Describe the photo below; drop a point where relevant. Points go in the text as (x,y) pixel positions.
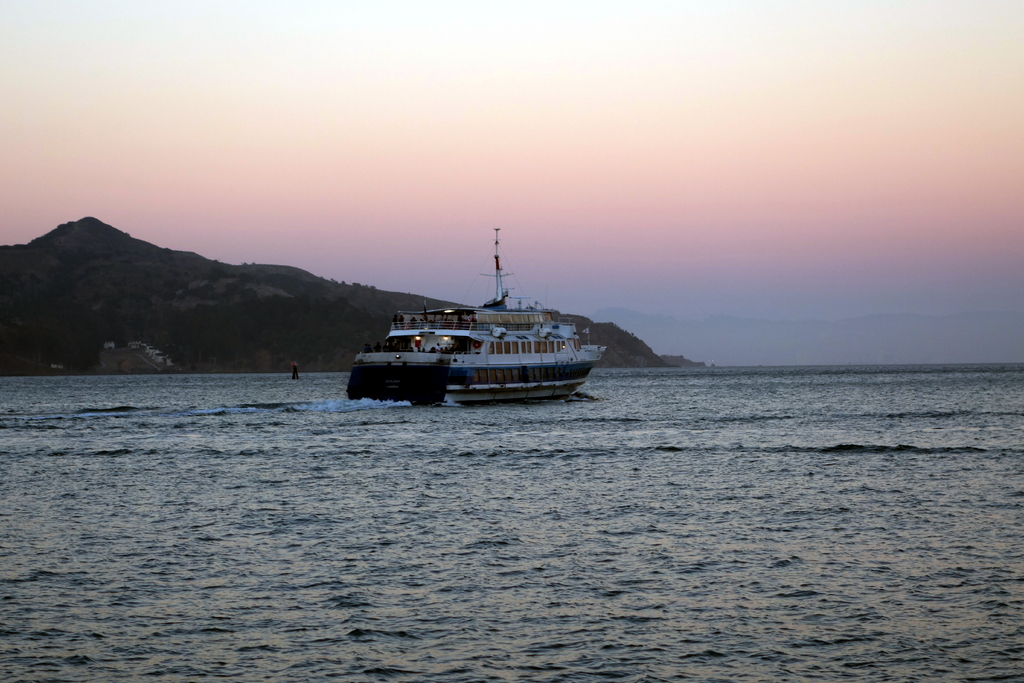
In the foreground of the picture (370,460) there is a water body (443,539). In the center of the picture (355,375) there is a ship (469,349). In the background (177,298) there are trees (229,311) and hills (630,340).
